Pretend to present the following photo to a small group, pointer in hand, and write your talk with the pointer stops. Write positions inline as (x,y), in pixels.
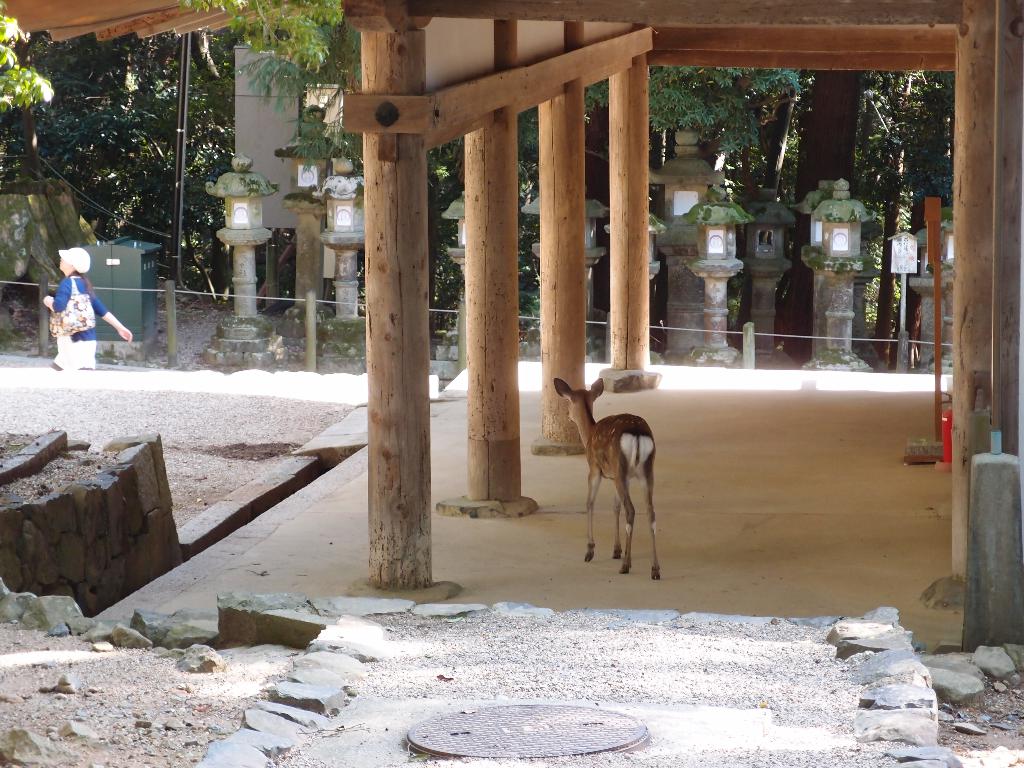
In this image I can see few pillars (646,345), trees (258,23), animal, fencing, green box (146,269) and a person (77,340) is walking and wearing bag (88,328).
